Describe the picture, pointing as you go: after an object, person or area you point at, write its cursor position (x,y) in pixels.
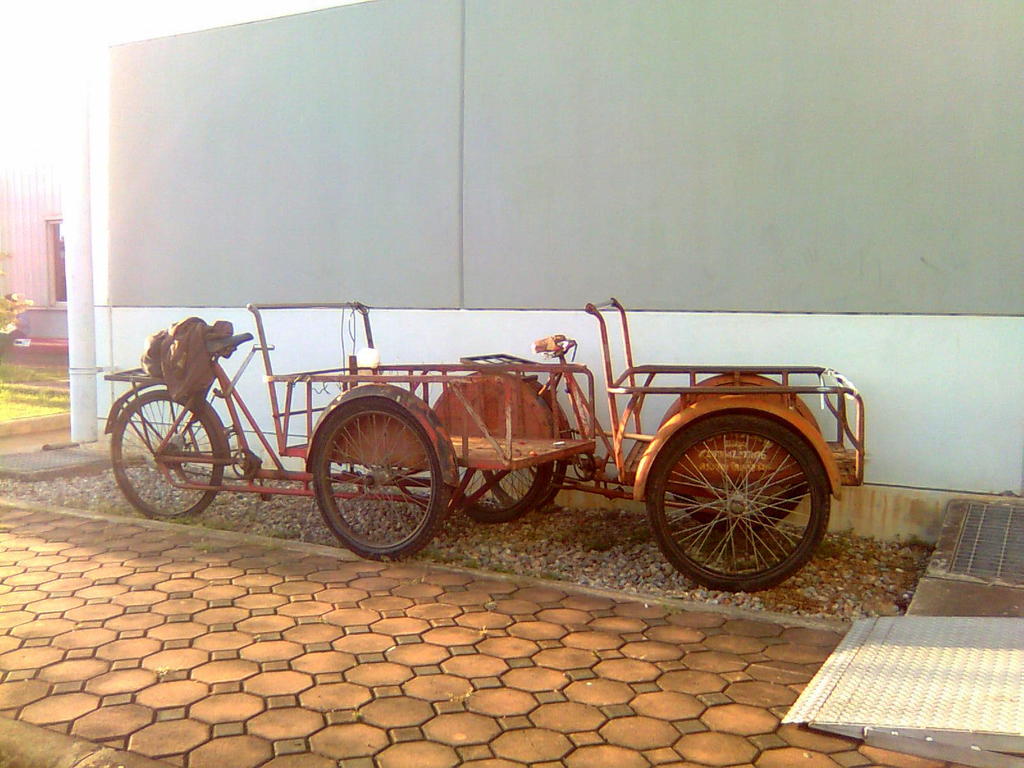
In the image I can see a place (136,604) where we have two vehicles (724,401) and also I can see a wall (338,251) to the side.
